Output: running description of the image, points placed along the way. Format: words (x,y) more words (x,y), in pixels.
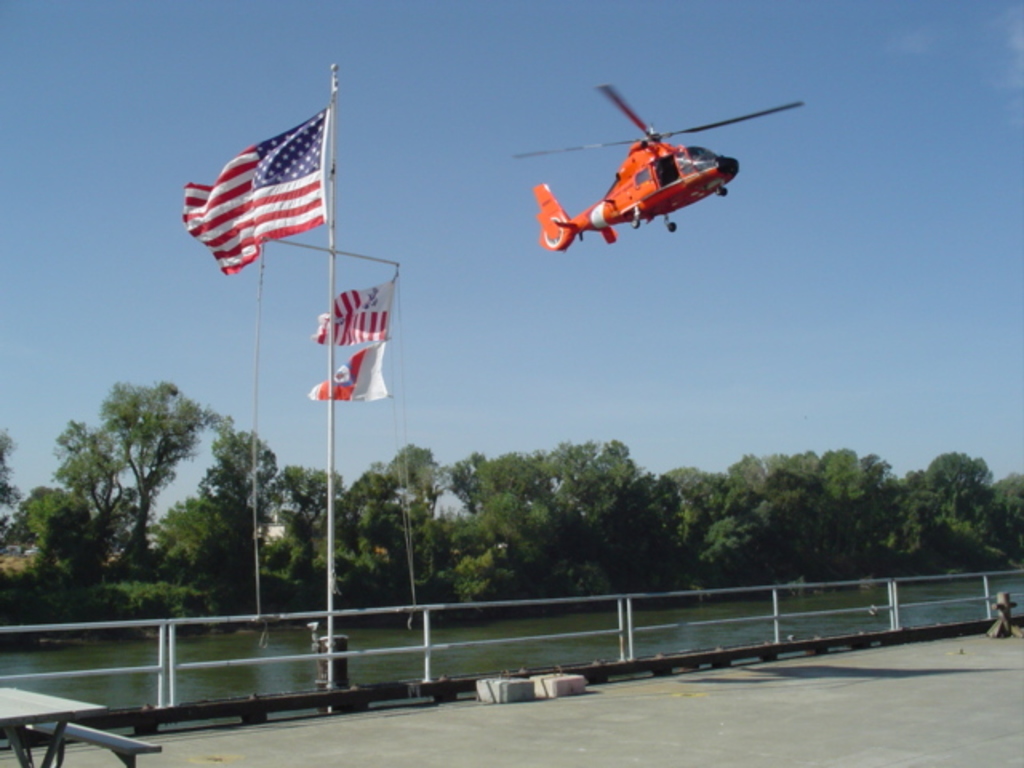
In this image we can see a helicopter (640,189) flying in the sky (487,190), there are few flags (271,178), trees (495,496), water (200,649), railing (399,649), a table (63,728) and a bench (100,737) and stones (538,683) on the ground (762,715).
